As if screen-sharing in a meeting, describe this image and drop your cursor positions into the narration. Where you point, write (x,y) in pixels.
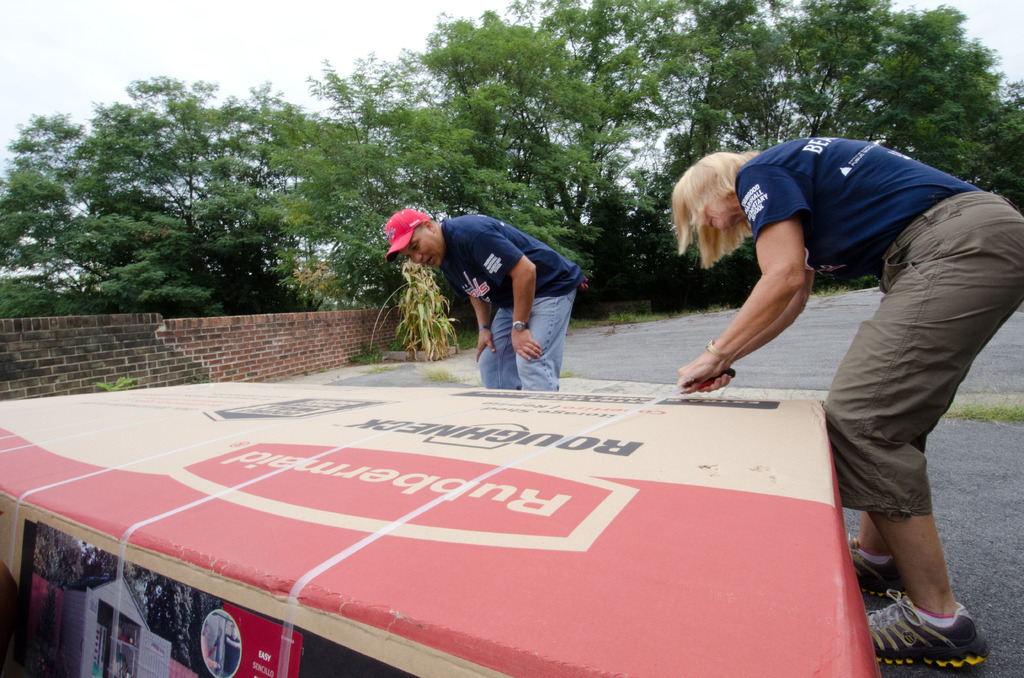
In this image we can see persons (912,503) standing near a cardboard carton (788,445) placed on the road (845,511), plants (407,325), trees (349,137) and sky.
